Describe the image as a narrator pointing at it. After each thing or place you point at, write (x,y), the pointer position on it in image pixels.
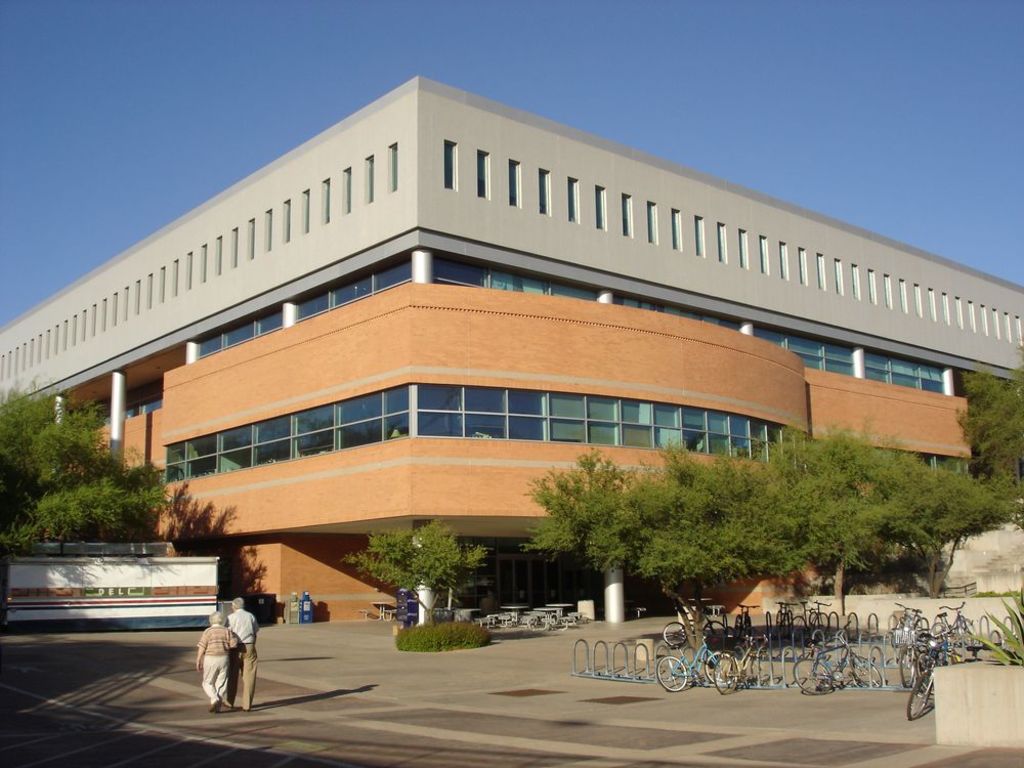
In this image, we can see some trees (765,518) and bicycles (807,626). There are two persons (232,647) in the bottom left of the image (213,627) walking on the road (138,691). There is a sky (293,45) at the top of the image (291,48).
